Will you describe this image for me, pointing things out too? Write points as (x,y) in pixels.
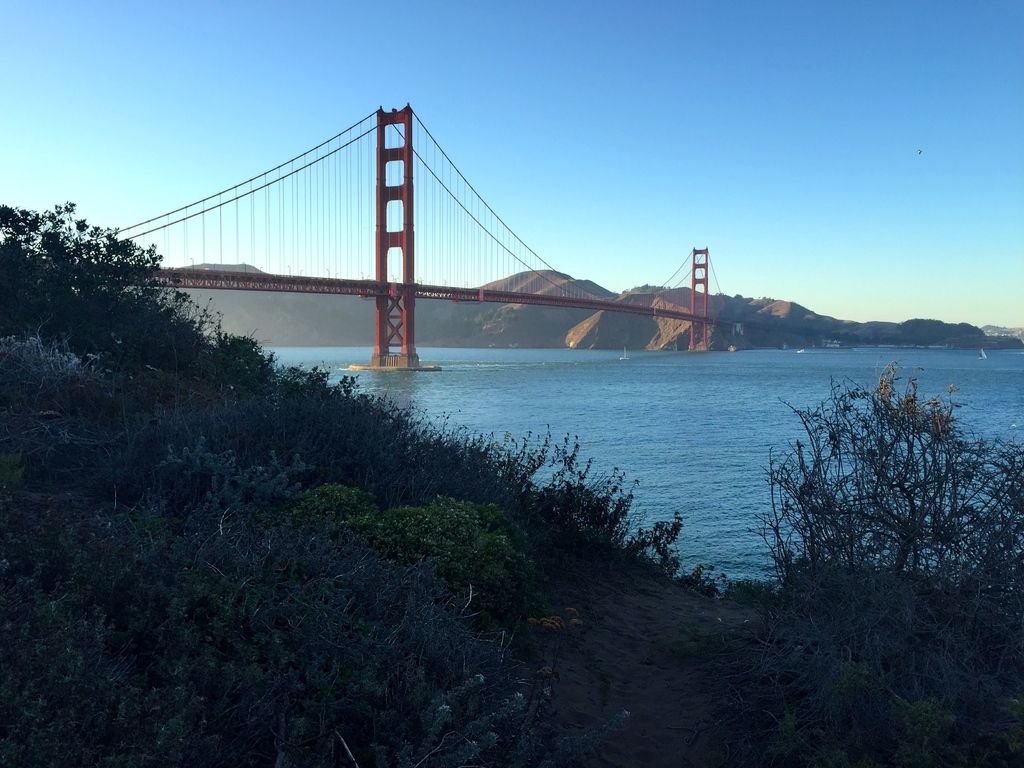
In this image in the front (300,515) there are plants (300,515) and trees (904,607). In the center (628,399) there is water (646,397) and there is a bridge (355,288) and there are mountains (943,330).
